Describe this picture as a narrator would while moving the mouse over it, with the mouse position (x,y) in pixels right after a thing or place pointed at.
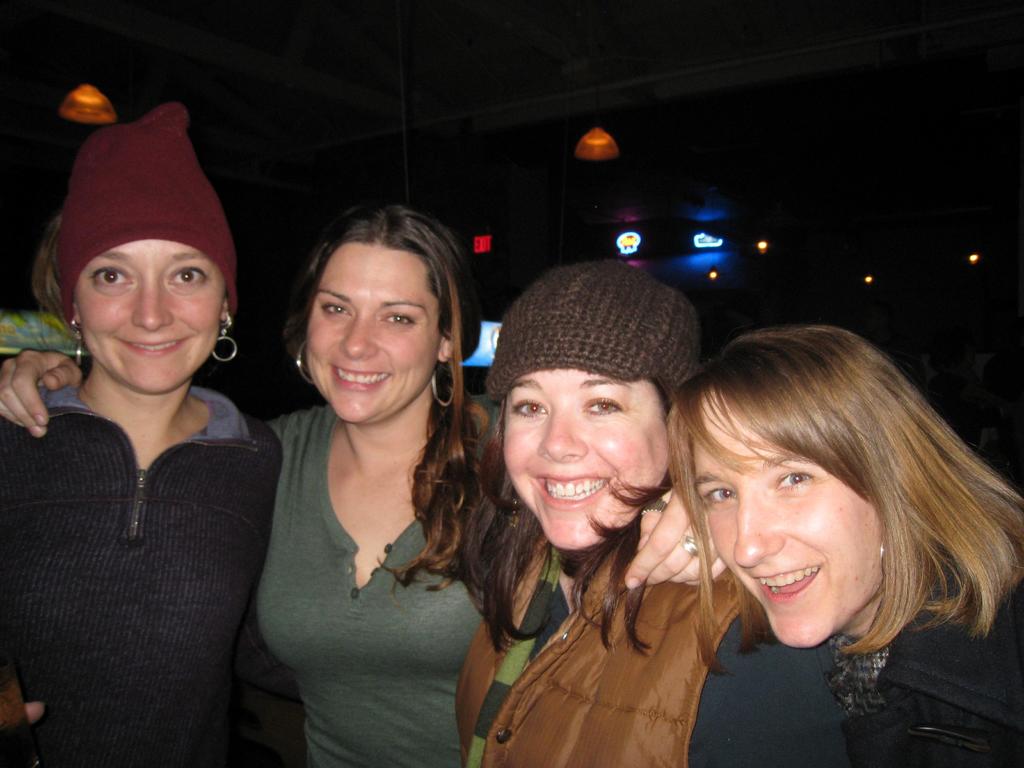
In this image in front (911,545) there are four people (418,472) wearing a smile on their faces (755,560). In the background of the image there are lights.
